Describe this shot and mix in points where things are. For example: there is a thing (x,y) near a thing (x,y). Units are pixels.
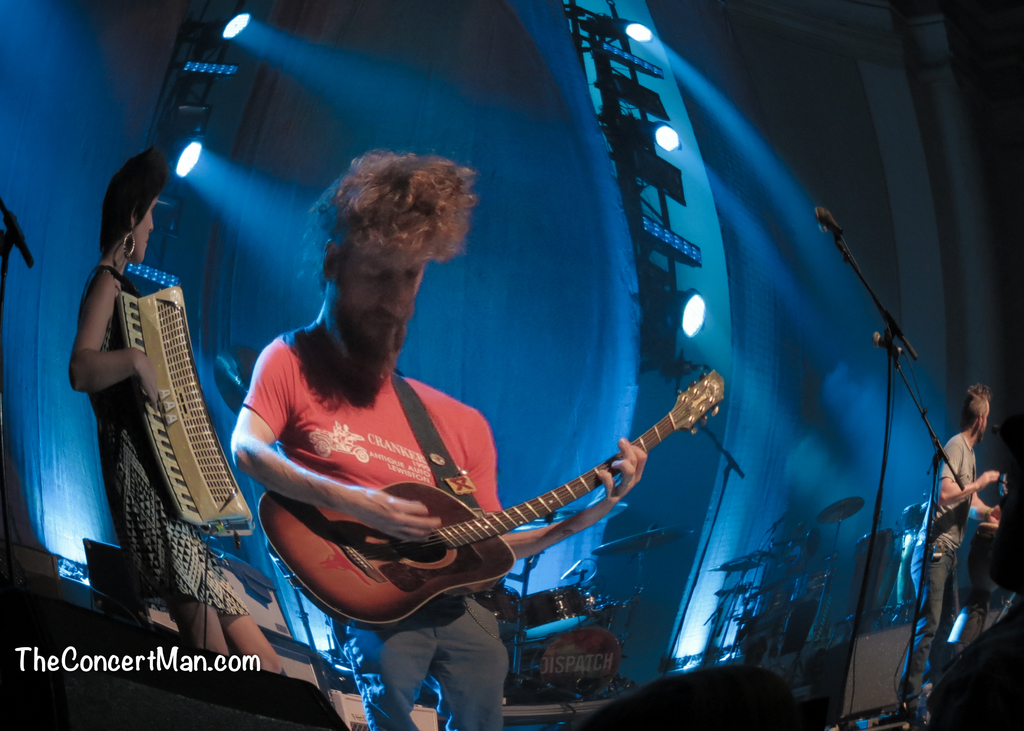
This is a picture of a members (312,470), who are playing the music instruments (454,501) the man (355,440) in red t shirt (368,480) playing the guitar (413,550). This is a microphone (836,231) and the stand (885,449). Background of this is a blue color with lights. This is a watermark (184,667).
